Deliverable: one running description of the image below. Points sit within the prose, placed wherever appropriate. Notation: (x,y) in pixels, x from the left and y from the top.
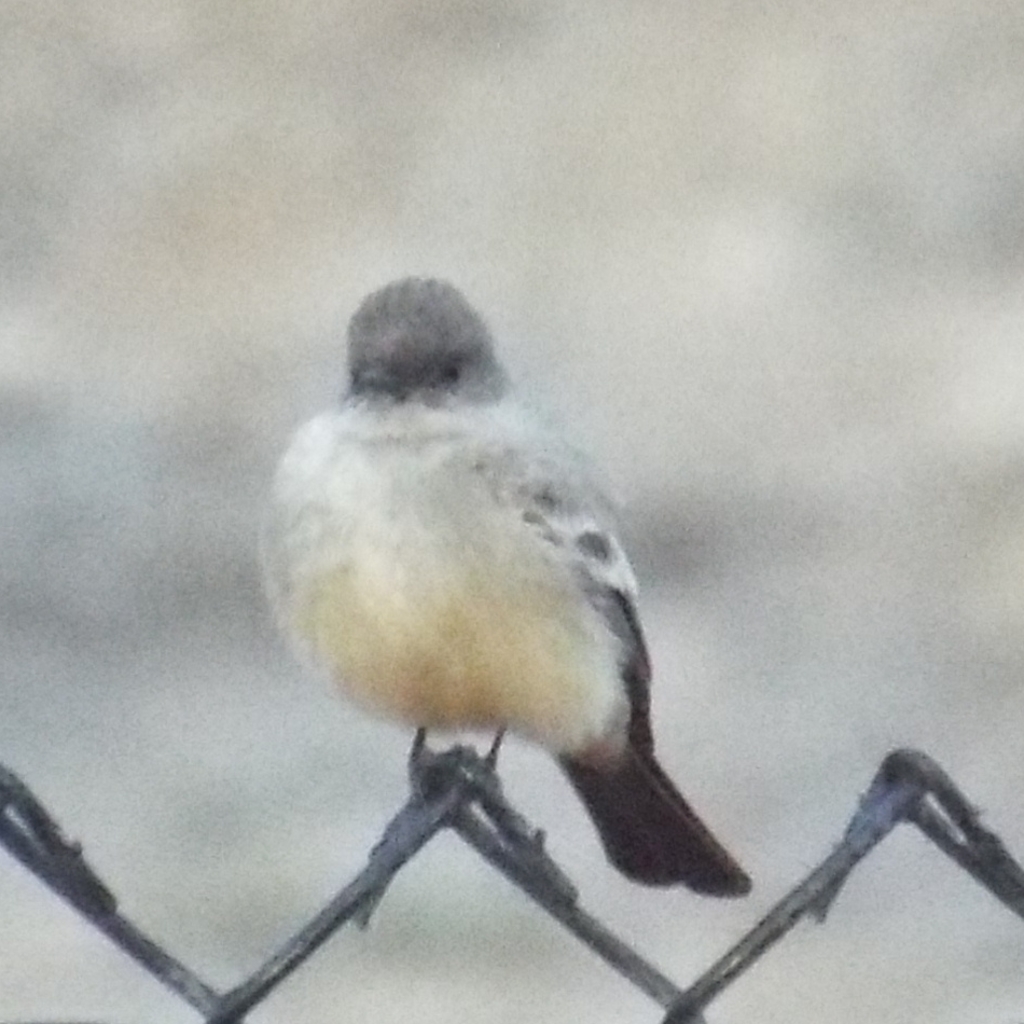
This image is taken outdoors. In this image the background (119,305) is a little blurred. In the middle of the image (457,492) there is a bird (518,535) on the mesh (387,853). At the bottom of the image (429,809) there is a mesh (953,832).
